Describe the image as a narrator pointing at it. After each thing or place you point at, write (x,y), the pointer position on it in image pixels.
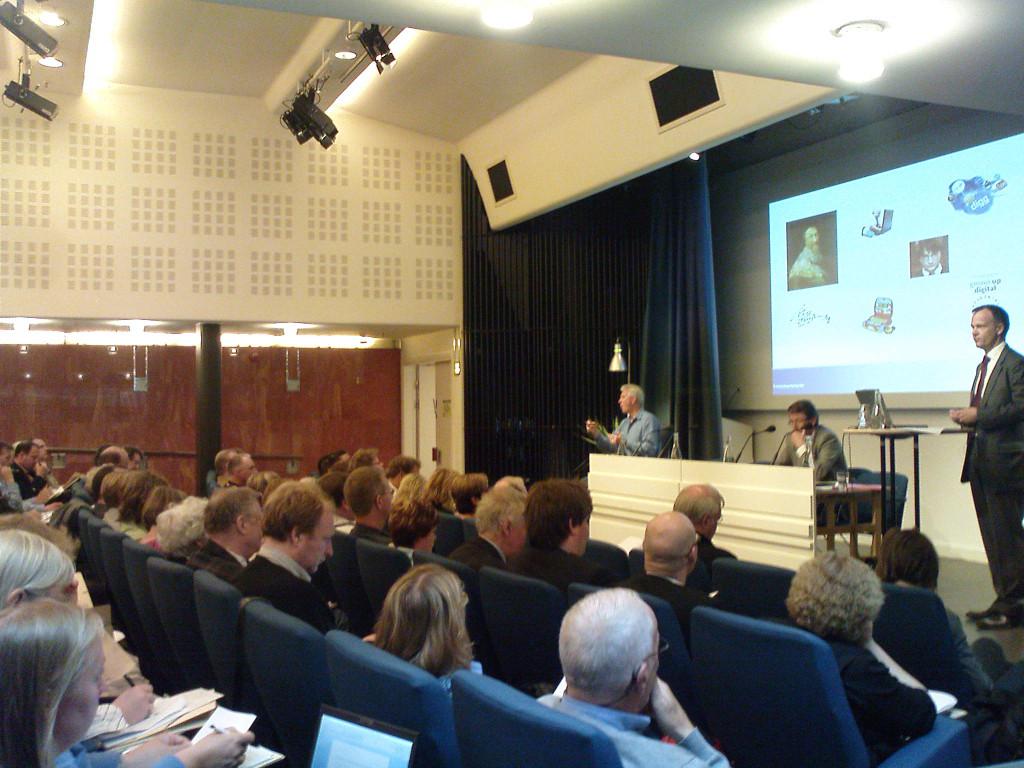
In the picture we can see people (69,558) sitting on the chairs (85,554) and in front of them we can see a stage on it we can see man (974,408) standing he is with blazer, tie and shirt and beside him we can see a desk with two people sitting on the chairs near it and one person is talking in the microphone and behind them we can see a screen (945,327) with some images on it and beside it we can see a curtain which is blue in color and to the ceiling (963,101) we can see lights (141,341).
